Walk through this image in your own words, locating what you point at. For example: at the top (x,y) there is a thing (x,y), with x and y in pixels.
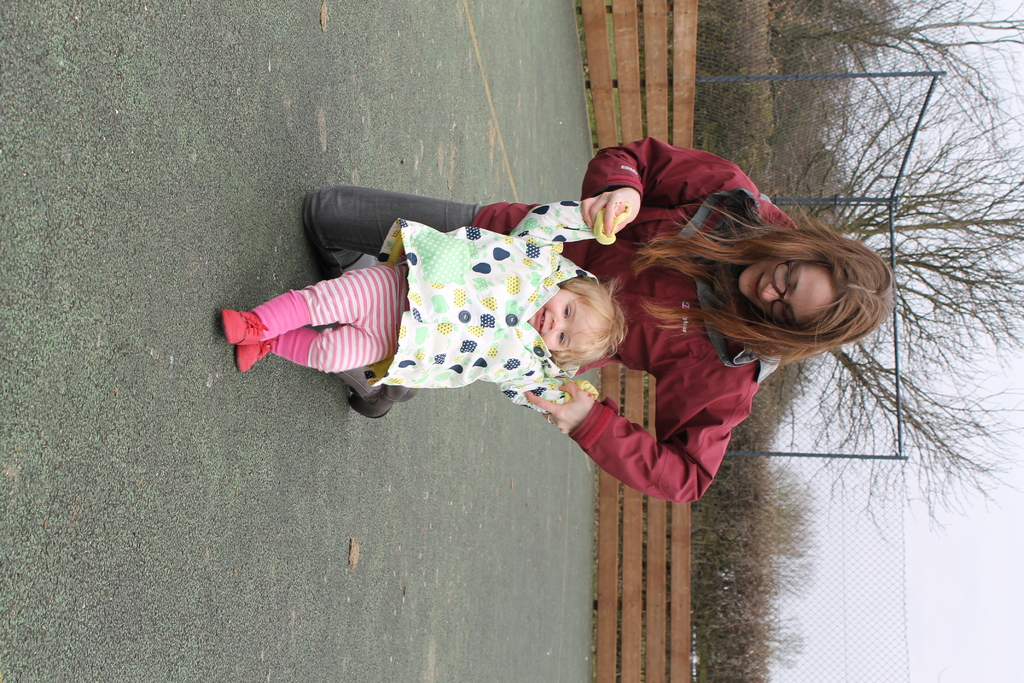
In the image we can see a woman (762,334) and a child (575,366) wearing clothes (679,346). The woman (755,308) is wearing spectacles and shoes (371,399) and the child (328,343) is wearing shoes (257,329). Here we can see the road (462,561), wooden fence (600,557), metal fence (811,565), pole (894,246), tree branches (912,258) and the sky (959,607).
